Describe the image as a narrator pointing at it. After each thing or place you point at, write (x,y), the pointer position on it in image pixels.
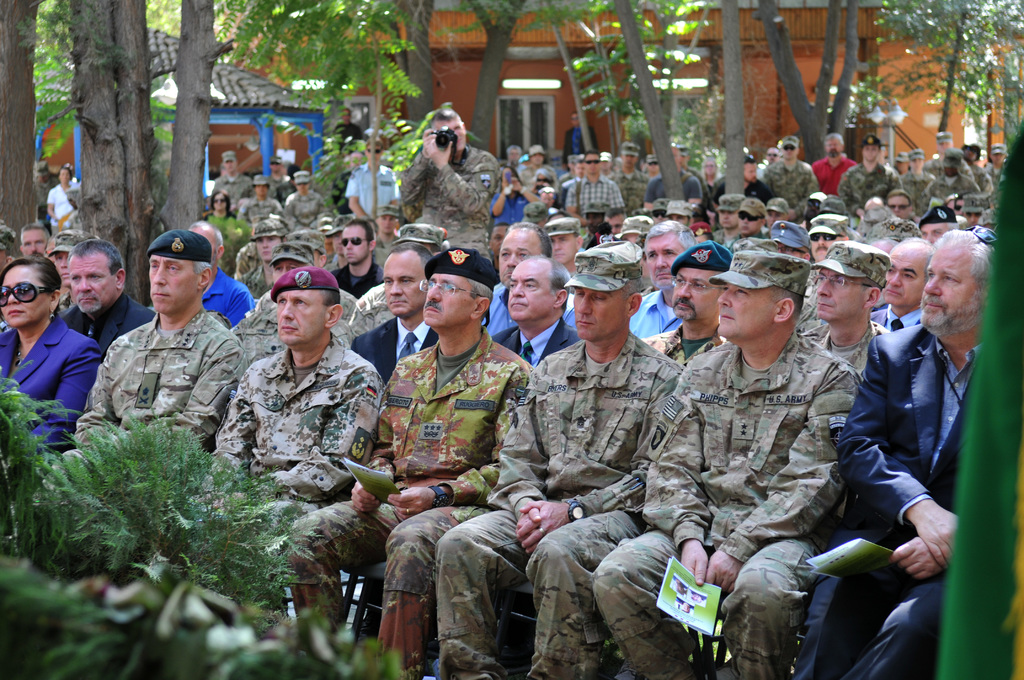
In the foreground of this image (500,297), there are persons (575,424) sitting on the chairs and in the background (137,159), there are huts (313,115), buildings (770,99) and trees (661,140). On the left bottom corner (144,589), there are plants (64,569).
